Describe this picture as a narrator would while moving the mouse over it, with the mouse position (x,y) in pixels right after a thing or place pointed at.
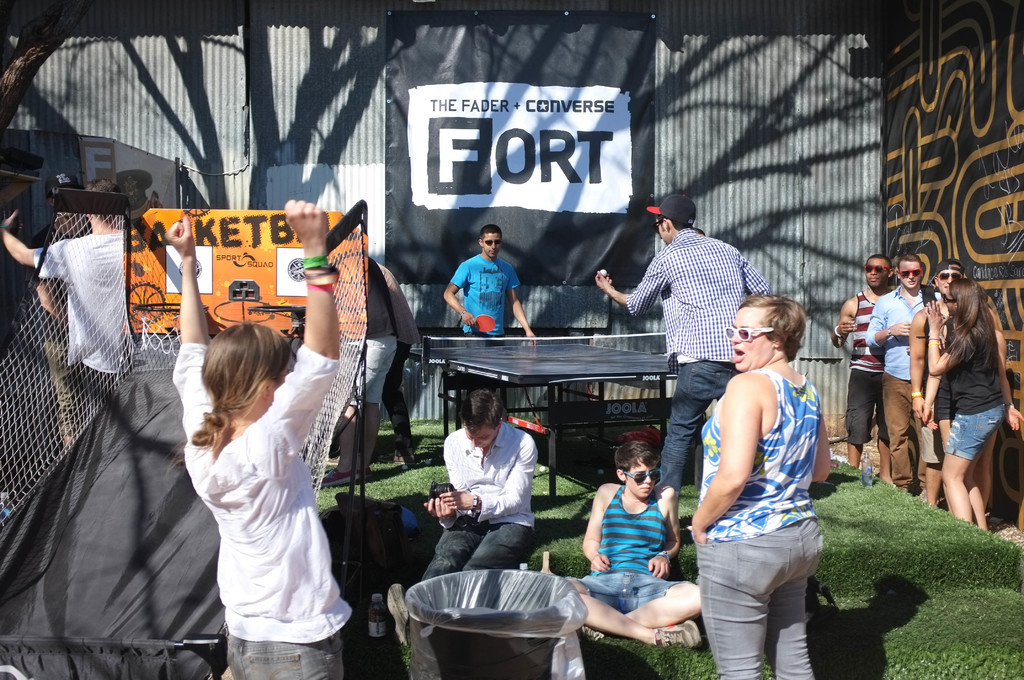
This picture might be taken from outside of the city and it is very sunny. In this image, on the right side (968,331), we can see four people (978,344) are standing. In the middle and on the left side (270,497), we can see two women (790,549) are standing on the grass (909,674) and on the left side (97,384), we can see a net fence (110,389). In the background (453,435), we can see few people (657,504) are sitting on the grass (388,450) and few people (682,448) are playing and trees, at the bottom (946,550) there is a grass (963,581).
